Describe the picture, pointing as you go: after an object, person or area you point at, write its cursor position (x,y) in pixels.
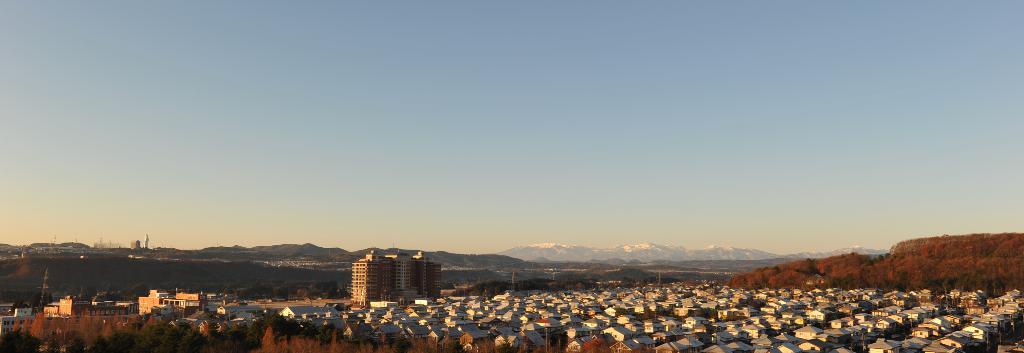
In this picture we can see few houses (629,295), trees (534,285) and buildings (390,267), in the background (501,265) we can see few hills (654,246).
